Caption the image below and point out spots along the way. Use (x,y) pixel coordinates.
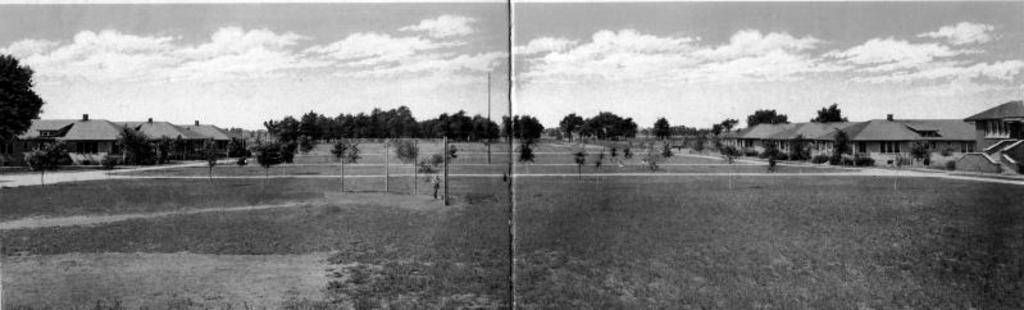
This is a black and white image. In this image we can see collage. In both images we can see buildings (924,133) and trees (927,152). In the background (768,61) there is sky (465,61) with clouds (227,58).
